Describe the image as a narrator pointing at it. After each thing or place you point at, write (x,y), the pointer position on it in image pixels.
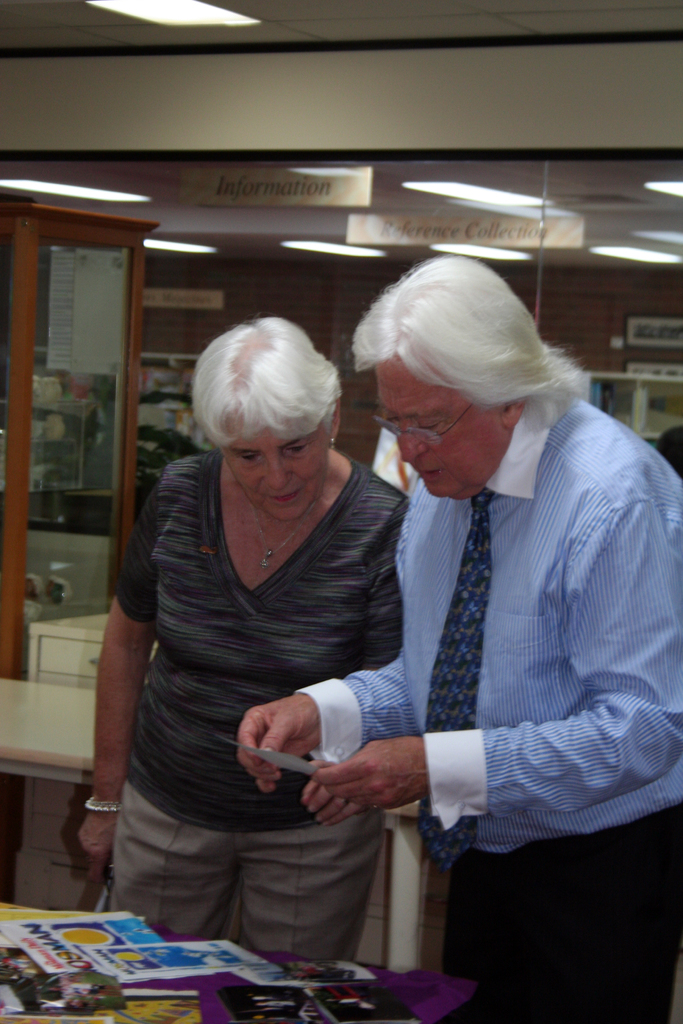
In this picture we can see some objects (145,993) on the table (169,934). We can see a person (507,656) wearing a spectacle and holding an object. There is a woman (247,619) standing. We can see the reflections (42,486) of a few objects (68,446) on the glass object (100,361). There are lights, some text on the boards (393,233). We can see drawers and other objects (18,696).
